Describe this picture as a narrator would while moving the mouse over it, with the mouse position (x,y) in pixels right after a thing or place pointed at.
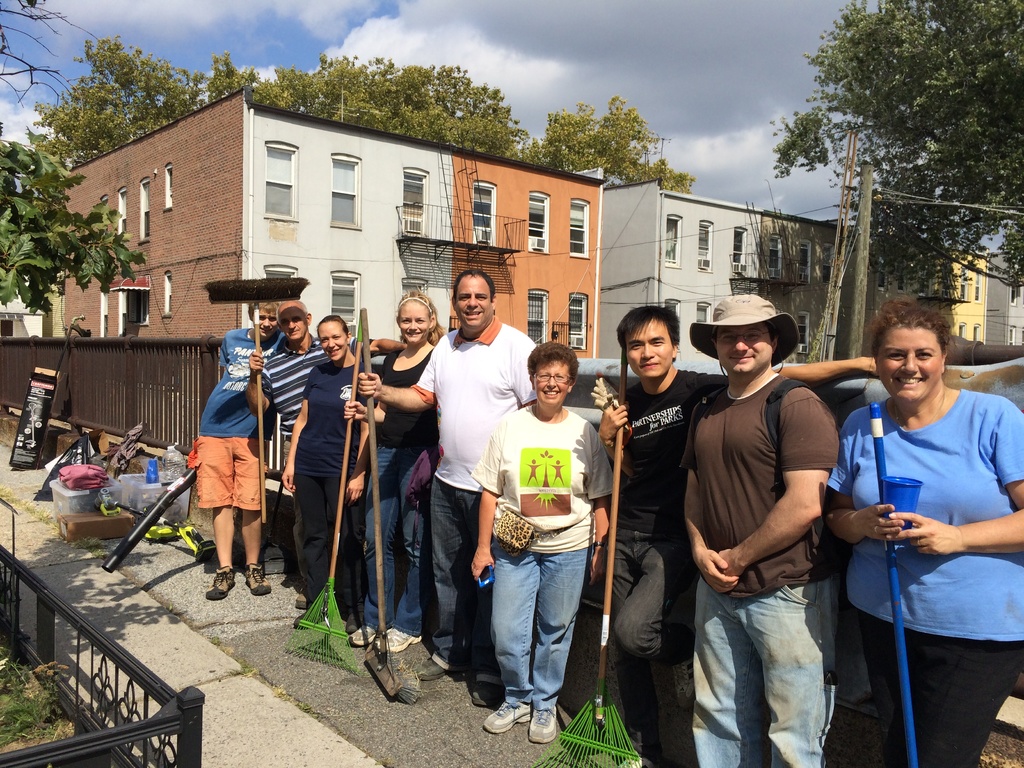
On the right side (819,490), there are persons (426,366) in different color dresses (713,491), smiling and standing. Some of them are holding cleaning tools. Beside them, there is a fence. On the left side (154,639), there is a fence (110,653) and a footpath (89,572). In the background (47,321), there are trees (1017,130), buildings (158,203) and other objects (108,447) on the ground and there are clouds (357,6) in the sky (357,6).
